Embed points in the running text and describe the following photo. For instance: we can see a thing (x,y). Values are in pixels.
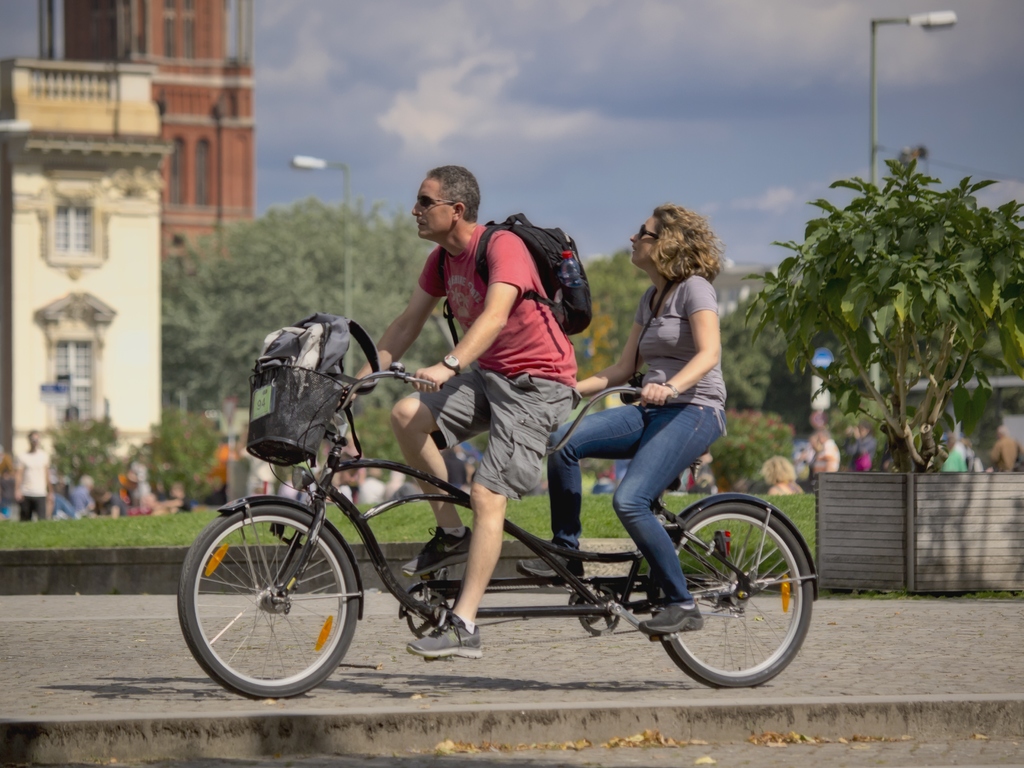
In this picture, there is a man (427,415) and a woman (613,453) both are riding a cycle (313,513), there man (527,335) wearing a pink shirt (521,270) is wearing a black color bag (522,238) and there is another bag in front of the cycle basket (279,448) they are riding on the footpath (143,667) beside them there is a grass (121,529), in the background (76,427) there is building (225,132), street lights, trees (336,265), sky (732,151) and clouds (759,108) and also some other people (156,492).
